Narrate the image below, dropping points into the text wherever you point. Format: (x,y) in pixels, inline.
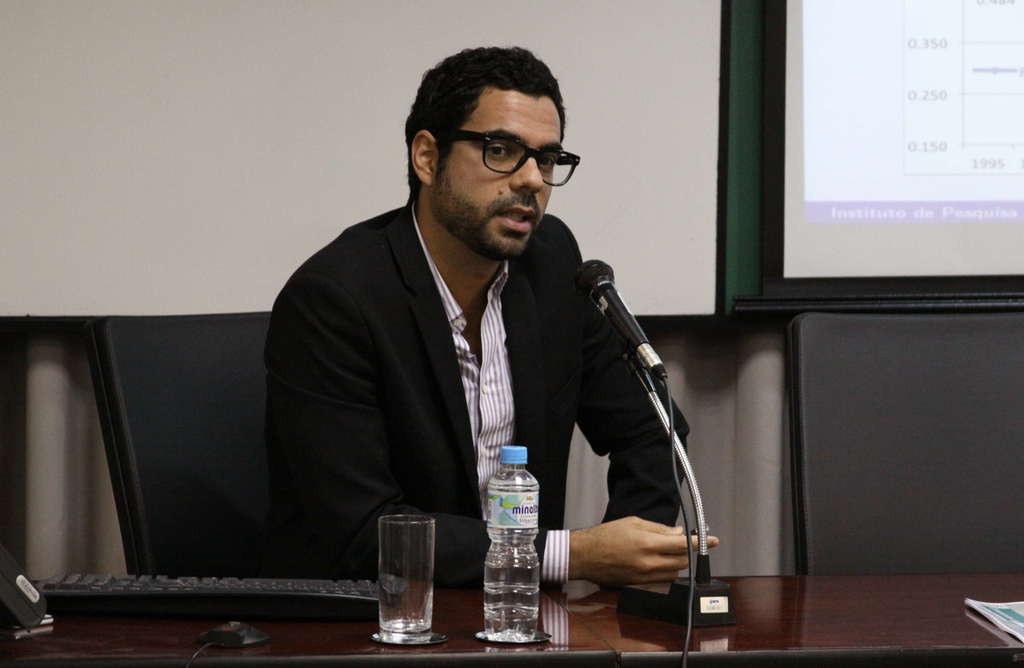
In this image I see a man (334,508) who is sitting on the chair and there is a keyboard (354,611), a glass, a bottle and a mic (672,607) in front of him. In the background (646,36) I see the screen (169,309).
